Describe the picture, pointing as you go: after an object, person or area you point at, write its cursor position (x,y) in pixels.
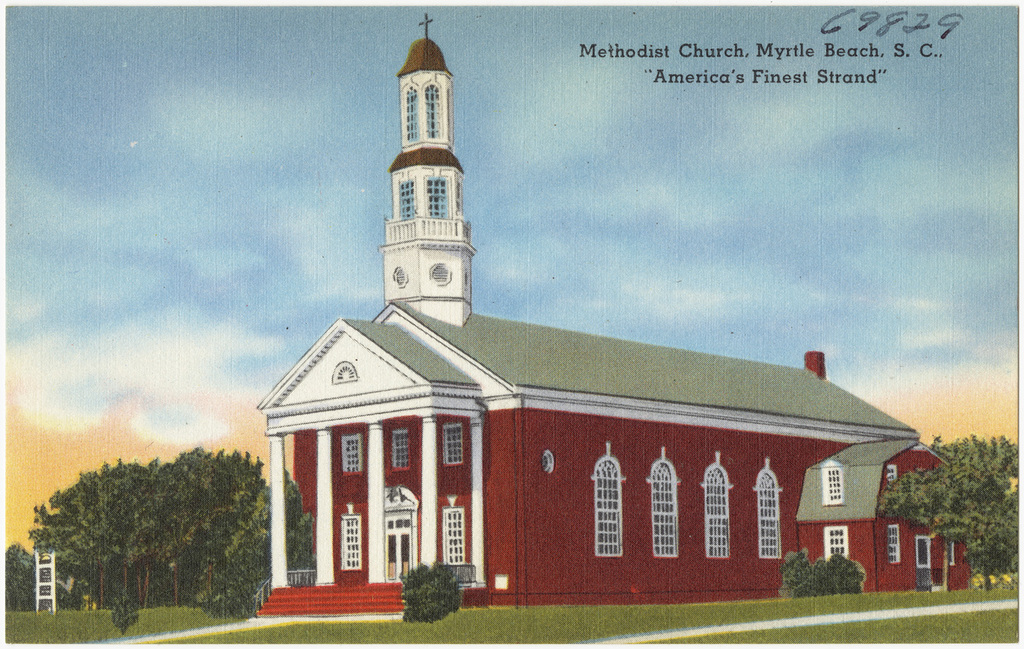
In this image we can see a poster (448,338), on the poster (389,442), we can see a church (393,505), there are some plants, trees (241,567) and grass (57,624), in the background (237,391), we can see the sky (246,377) with clouds (690,298) and at the top of the image (678,65) we can see the text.
